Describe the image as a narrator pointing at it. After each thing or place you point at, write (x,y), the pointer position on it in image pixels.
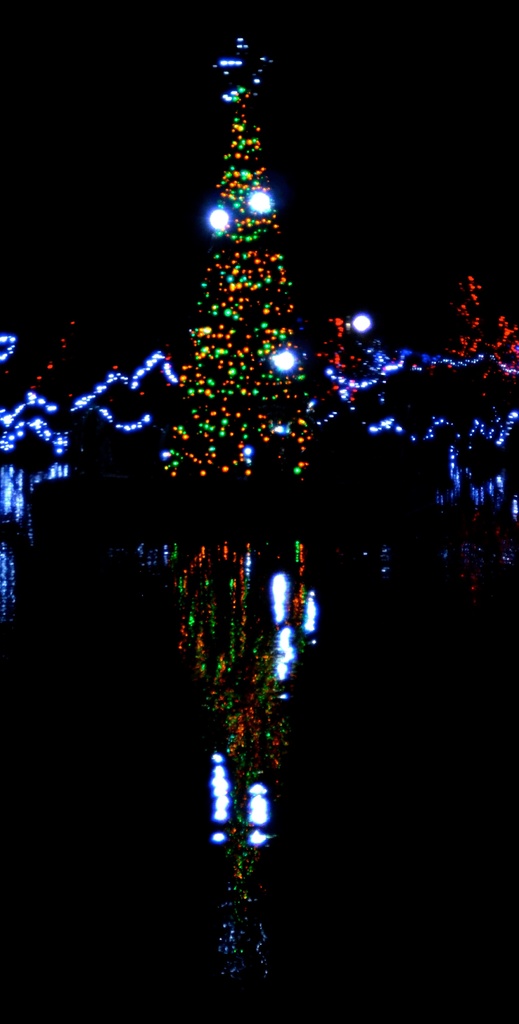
In this image I can see a tree (276,379) with lights (265,344). And I can see the reflection (279,666) of the tree (272,323) in the down. And there is a black background (473,124).
